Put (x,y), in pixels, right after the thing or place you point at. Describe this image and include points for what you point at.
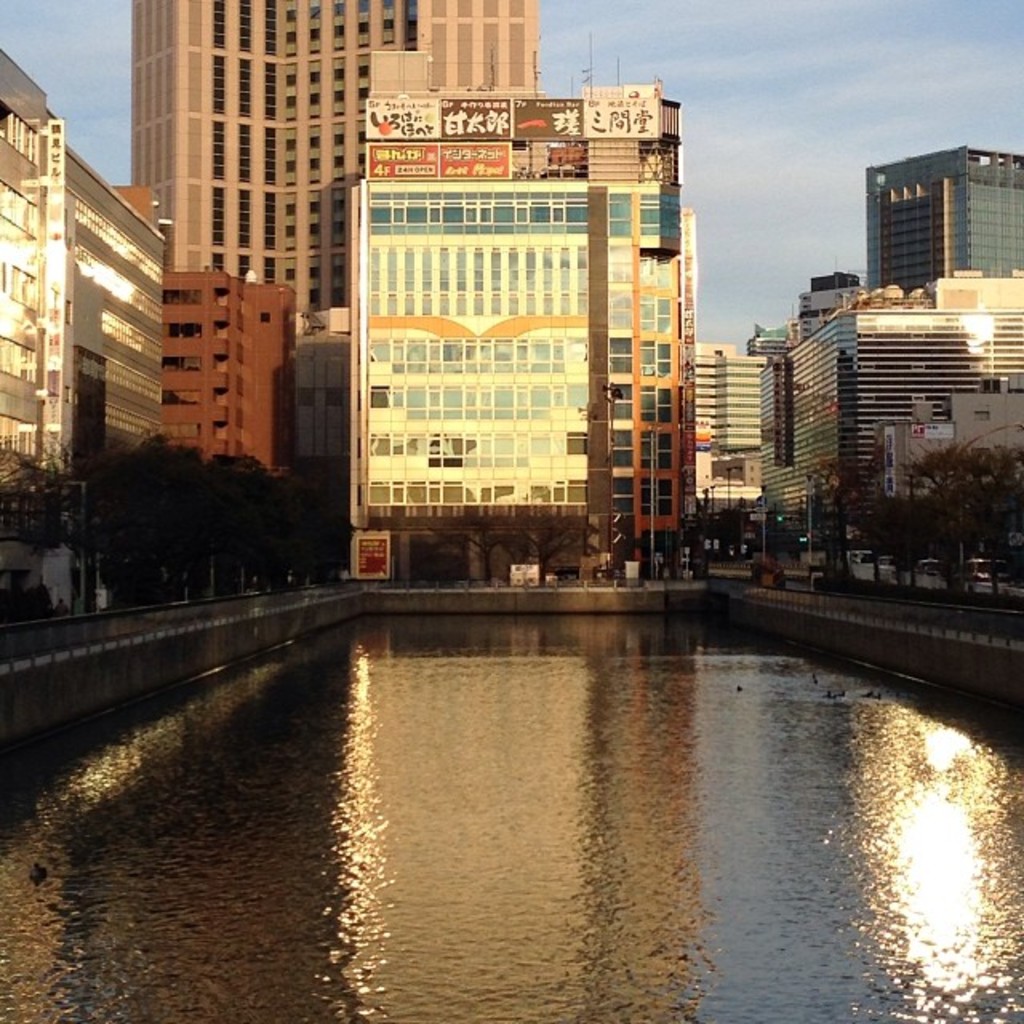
In the picture we can see water (638,784) around it, we can see fencing (1011,628) and trees (261,503) and behind it, we can see buildings (275,414) and some hoardings (391,161) on the top of it and behind it we can see a sky (860,177) with clouds (710,35).
